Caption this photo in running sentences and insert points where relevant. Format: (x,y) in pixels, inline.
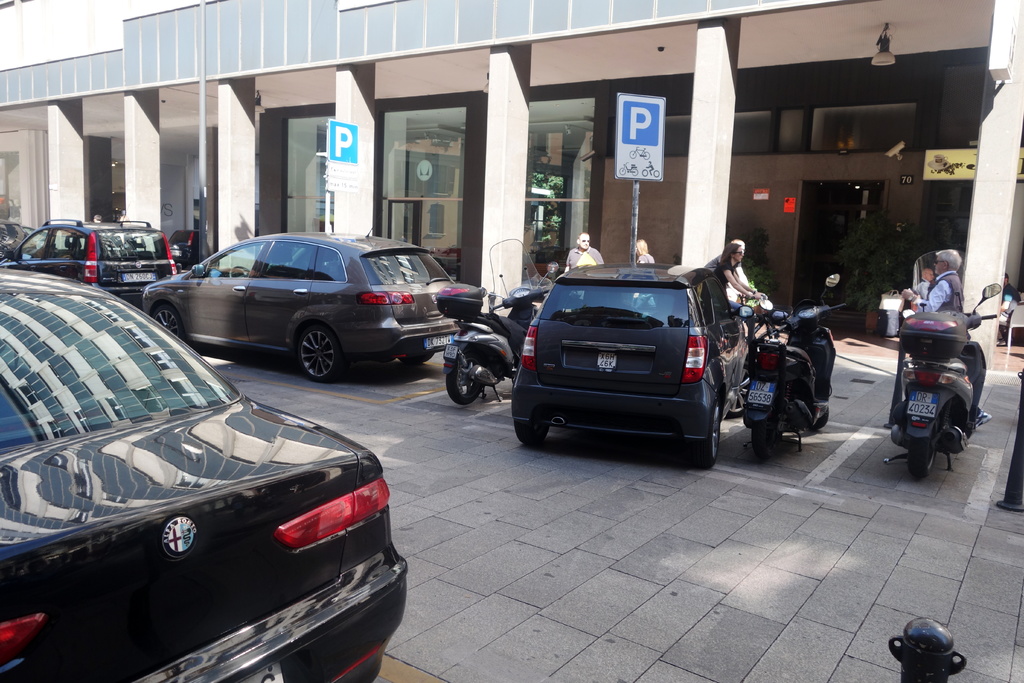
In this image I can see there are vehicles (711,382) on the ground (633,468). And there are persons (582,255). And at the side there is a building (326,115) and a camera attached to it. And there is a sign board (630,128) and chairs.
